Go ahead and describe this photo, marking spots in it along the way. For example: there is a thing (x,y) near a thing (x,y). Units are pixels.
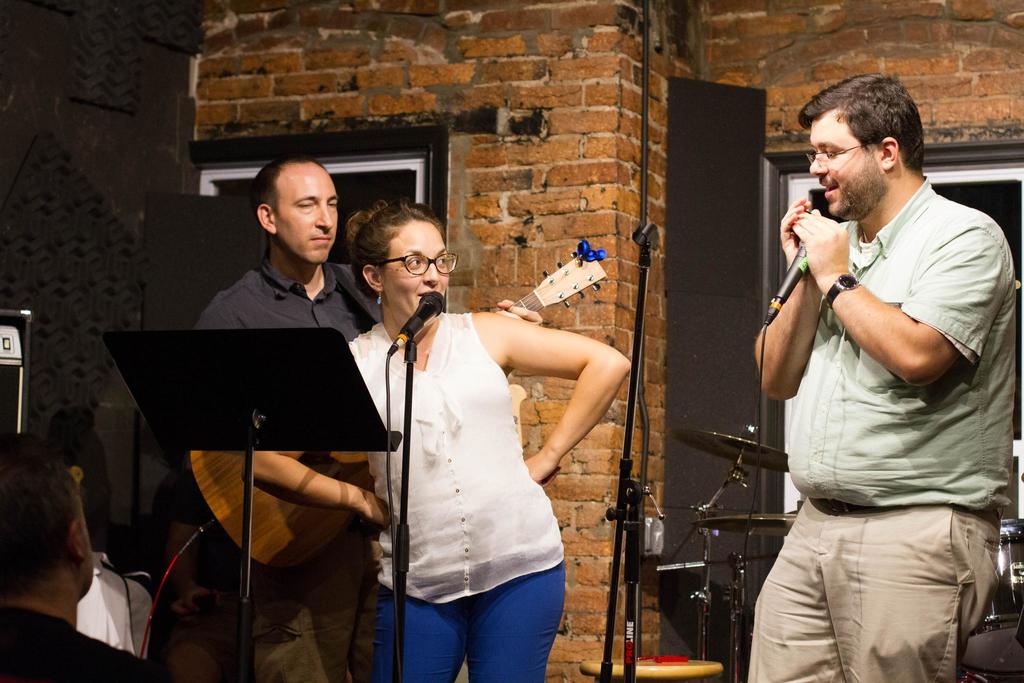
In the image we can see there are people (959,346) who are standing and holding mic (786,282) in their hand (789,253) and a person (280,295) is holding guitar (573,264) and another man (43,510) over here is watching them.
